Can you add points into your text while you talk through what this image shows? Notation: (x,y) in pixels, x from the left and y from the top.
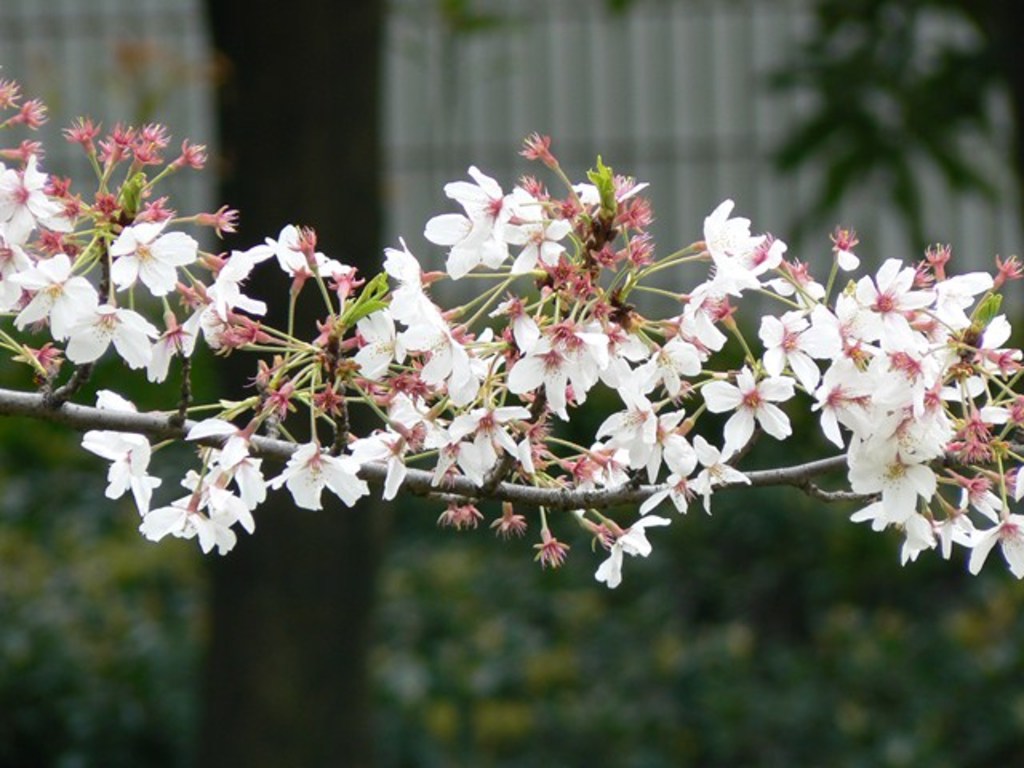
In this picture we can see flowers (817,295) and stem (339,344). There is a blur background (118,686) with greenery (435,729).
